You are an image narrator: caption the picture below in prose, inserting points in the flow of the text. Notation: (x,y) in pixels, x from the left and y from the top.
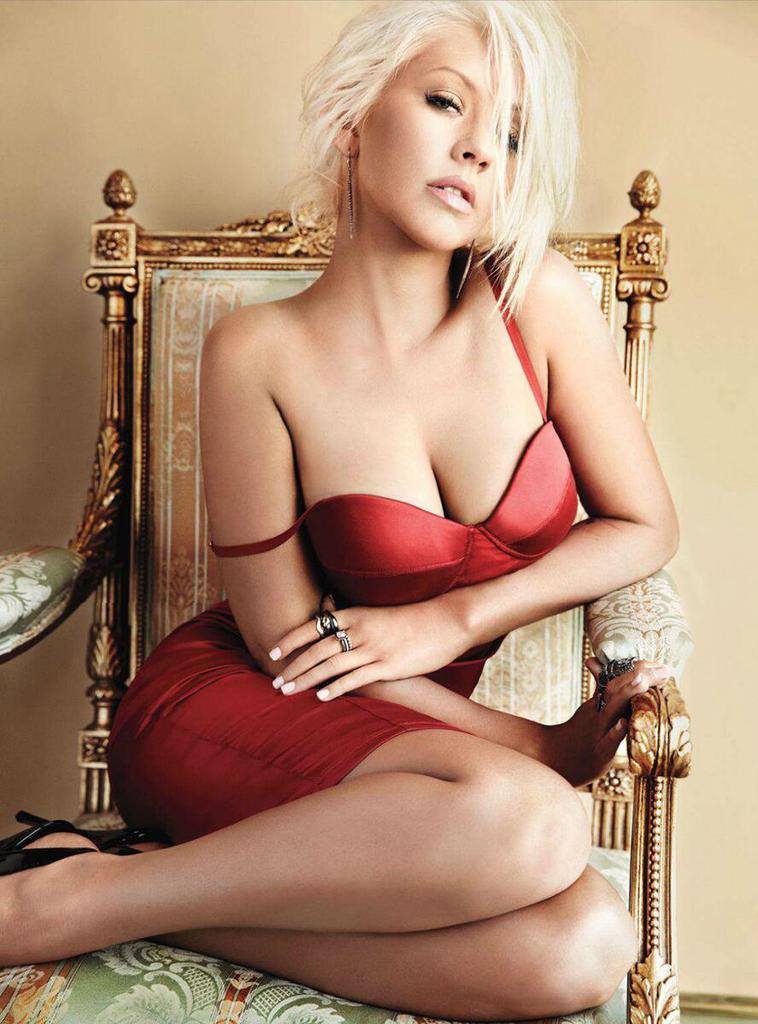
In this image, we can see a person (523,314) sitting on a chair (98,777). In the background (689,841), we can see a wall (159,47).
